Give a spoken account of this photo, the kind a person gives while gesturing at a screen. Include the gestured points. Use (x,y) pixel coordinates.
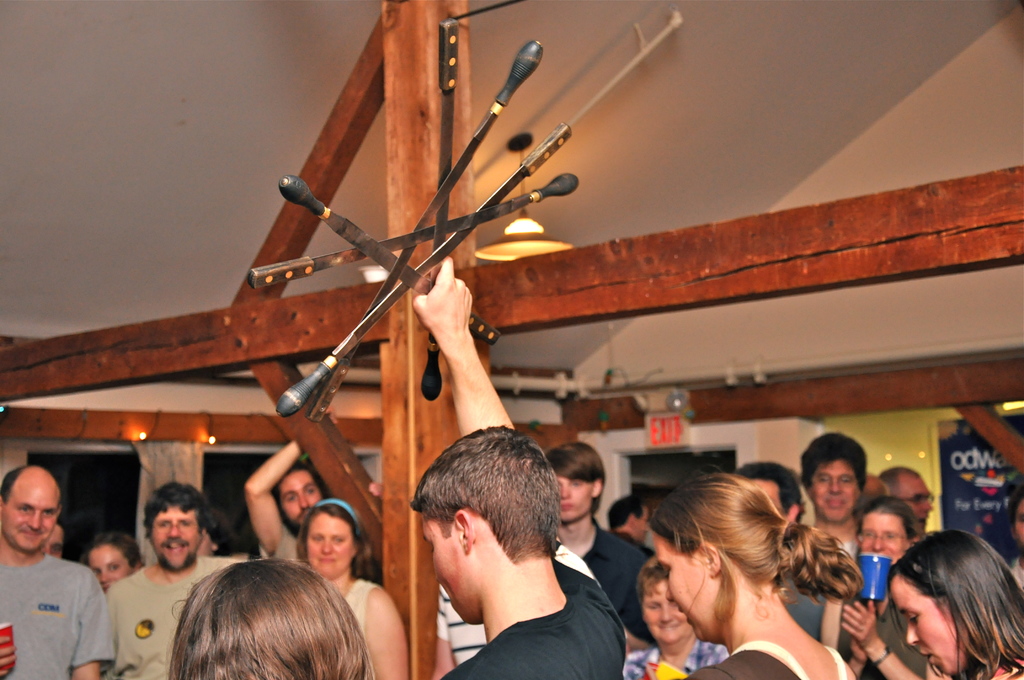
In this image we can see few people (706,584), a person (537,591) is holding few objects (386,293), there are few wooden sticks (766,245), a sign board (679,431) and a poster (983,458) to the wall (855,426) in the background (982,492).
